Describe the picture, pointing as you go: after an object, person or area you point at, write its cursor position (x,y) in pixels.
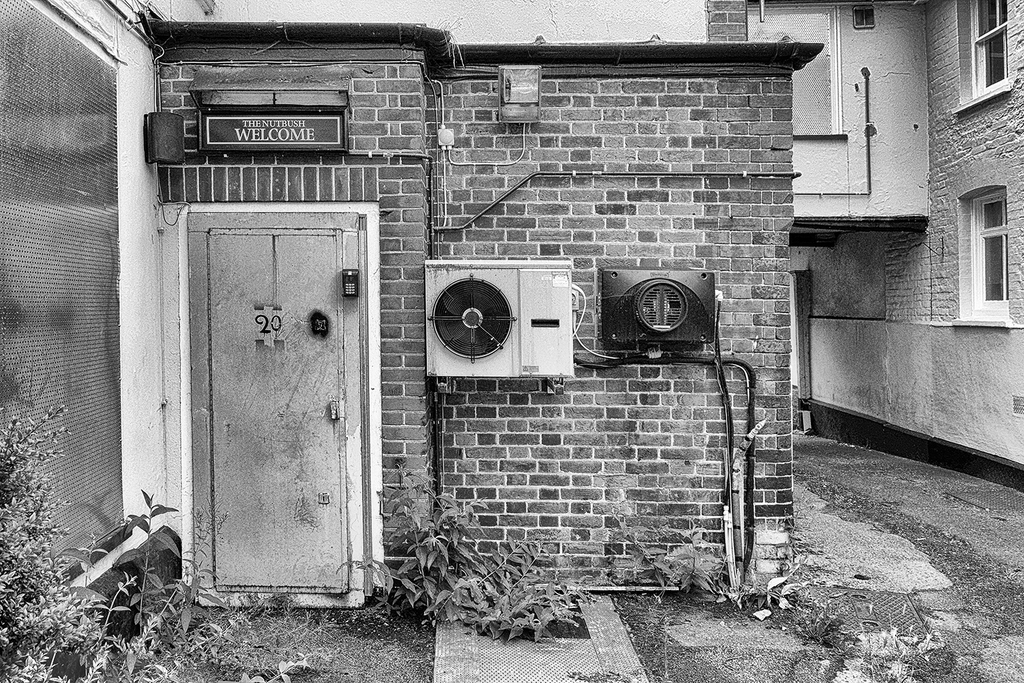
In this image, we can see few houses (1018,215), brick wall (757,244), some machines (675,330), door (274,434), name board (252,128), pipes (870,163), windows (1000,83). At the bottom (569,592), we can see a walkway (947,613), few plants (23,596).
